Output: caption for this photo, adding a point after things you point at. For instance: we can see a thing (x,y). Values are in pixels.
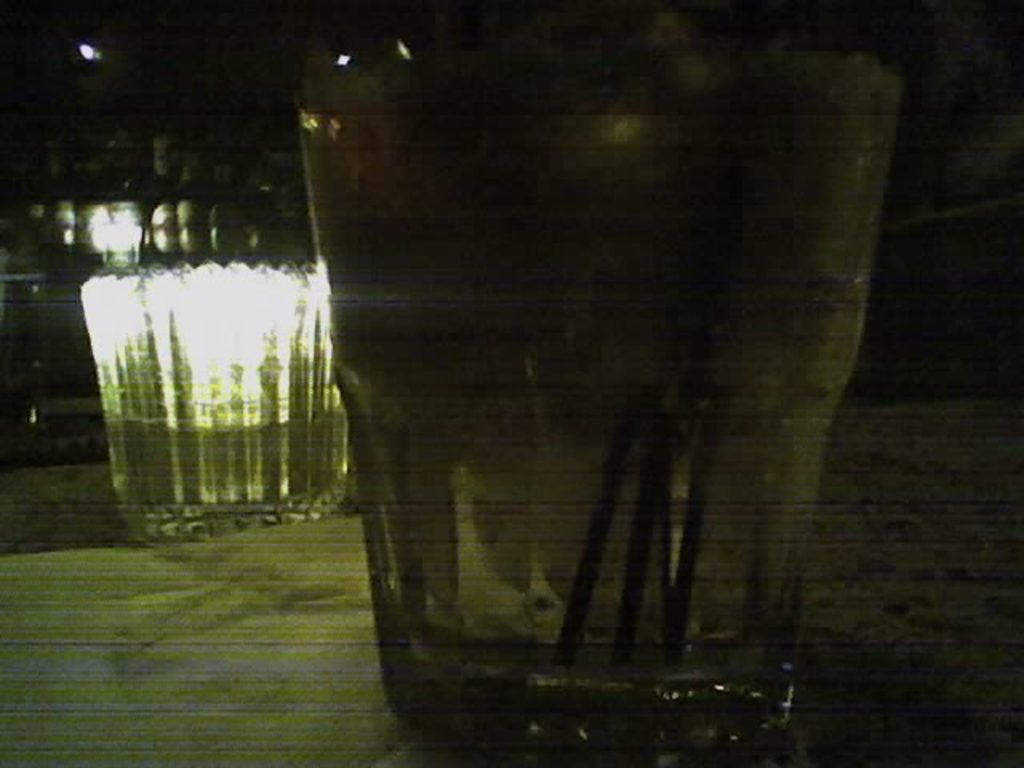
In this image there is a glass (718,408) in the middle (603,442) in which there is water (514,532). In the background (197,321) there is another glass (144,273).
